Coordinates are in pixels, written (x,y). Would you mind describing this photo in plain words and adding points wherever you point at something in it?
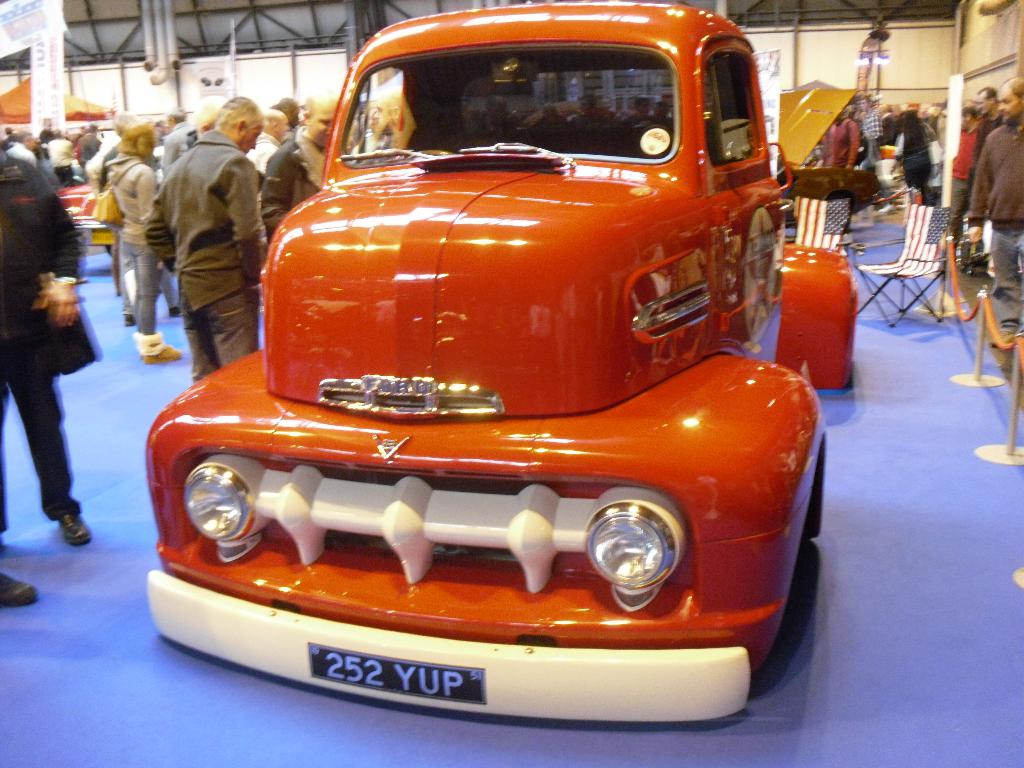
In this picture I can see the vehicle (484,344) on the floor (873,236). I can see people (185,288) standing. I can see sitting chair (841,218) on the right side (878,266).
